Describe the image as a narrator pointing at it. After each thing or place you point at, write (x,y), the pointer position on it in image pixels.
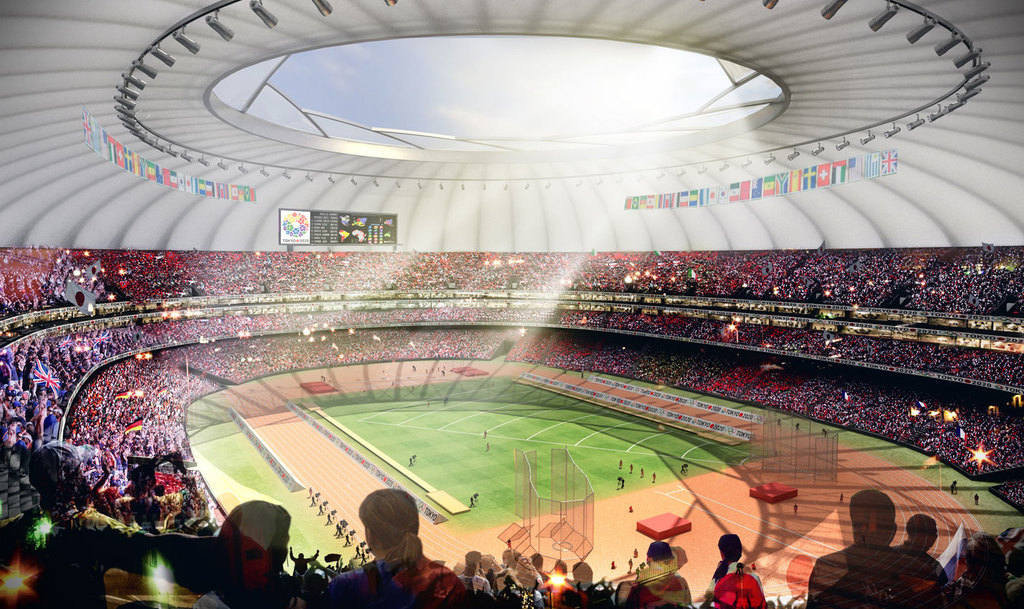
In this picture we can see a group of people (232,280) and few people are on the field (323,414), here we can see flags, scoreboard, roof (566,21) and some objects (326,390) and in the background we can see the sky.
